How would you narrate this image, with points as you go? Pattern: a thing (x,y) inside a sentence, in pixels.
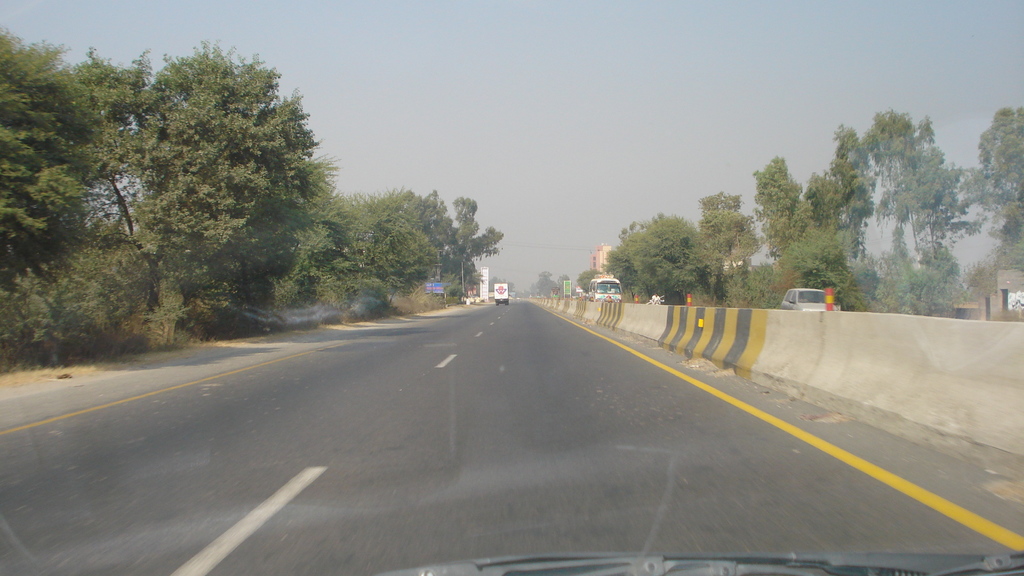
This image is taken through the windshield (804,529) of the car (735,570), to the bottom of the image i can see the wiper (1012,575). In this i can see the road (565,417), few vehicles (602,286), the divider (736,312) and few trees (233,304) on both sides of the road (653,452). In the background (594,247) i can see few buildings (593,261) and the sky (652,136).
